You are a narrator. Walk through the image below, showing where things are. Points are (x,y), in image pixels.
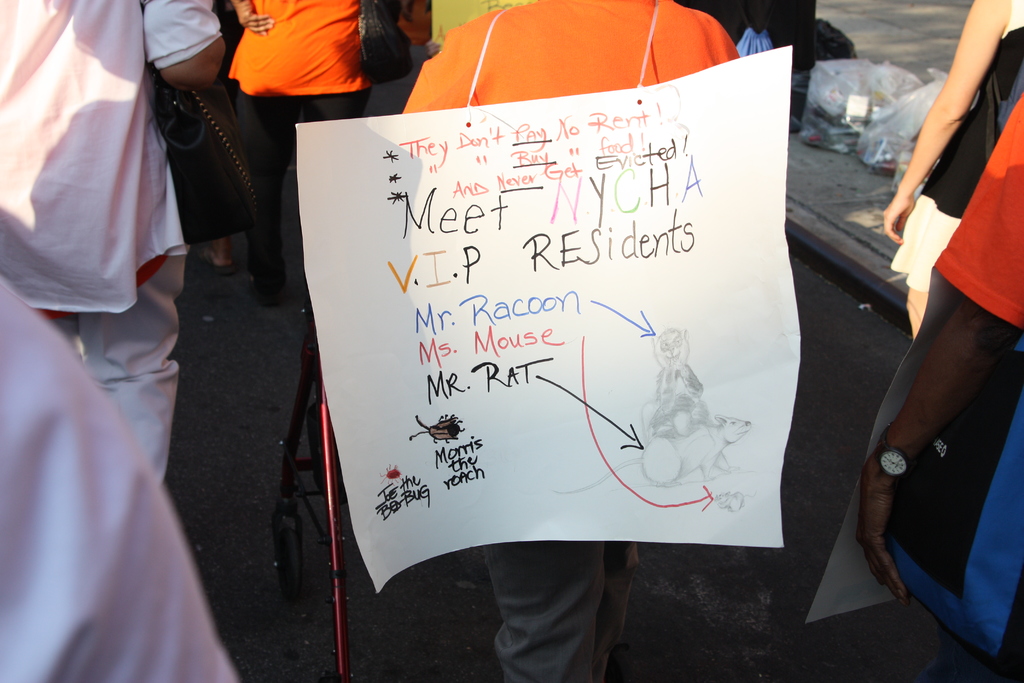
In this image we can see a poster (553,229) with some text (540,185) on the back (544,63) of a person (495,565). On the both sides of the image, we can see people (82,257). We can see some carry bags (855,98) on the pavement (843,194) in the right top of the image (864,128).
